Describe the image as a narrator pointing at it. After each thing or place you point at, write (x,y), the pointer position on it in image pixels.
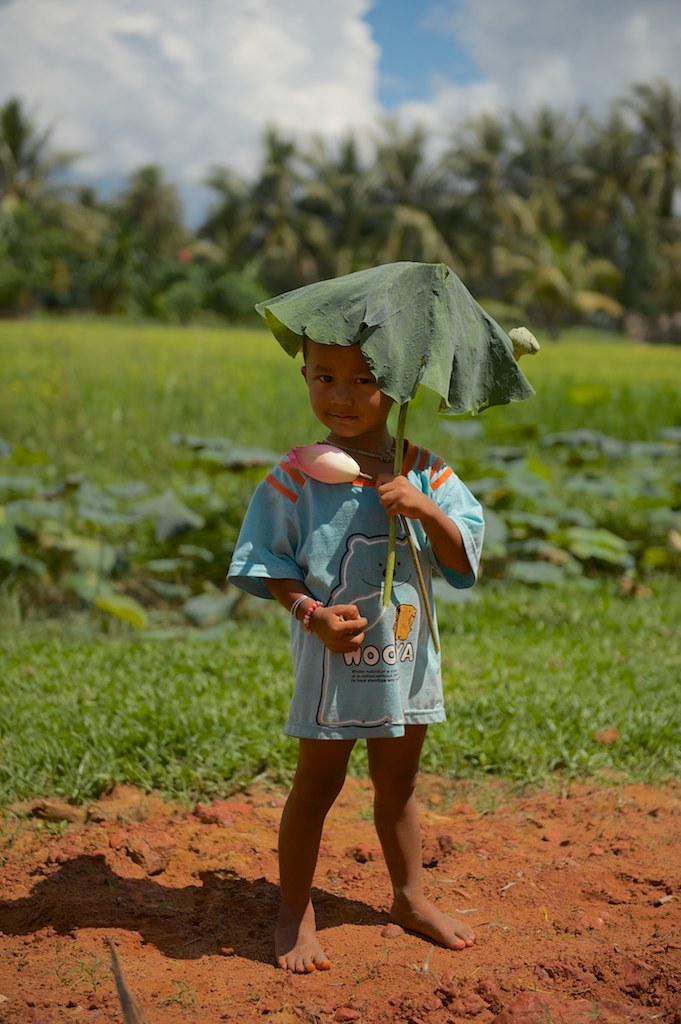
In this image we can see a kid (388,497) holding a flower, and a plant (440,330), behind him there are plants (32,475), grass (156,362), trees (256,289), also we can see the cloudy sky (235,87).
